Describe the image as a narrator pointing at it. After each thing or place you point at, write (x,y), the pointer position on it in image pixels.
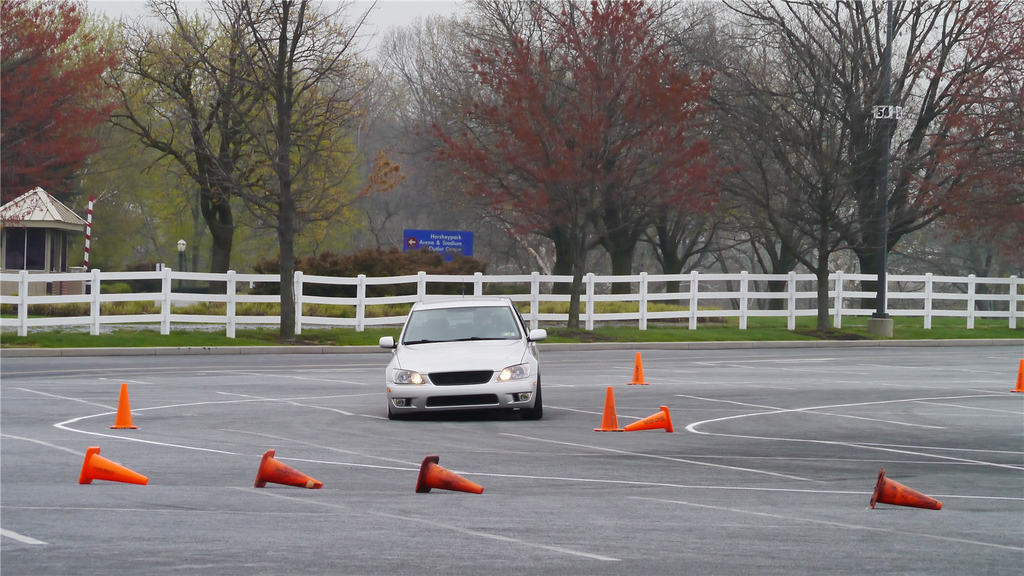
In this image I can see a road (169,441) in the centre (669,371) and on it I can see few orange colored traffic cones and a car (541,338). In the background (390,144) I can see number of trees (604,221), grass (711,331), a blue colour board (430,248) and on it I can see something is written. On the left side of this image (16,209) I can see a pole (89,208) and a shack (44,219).
